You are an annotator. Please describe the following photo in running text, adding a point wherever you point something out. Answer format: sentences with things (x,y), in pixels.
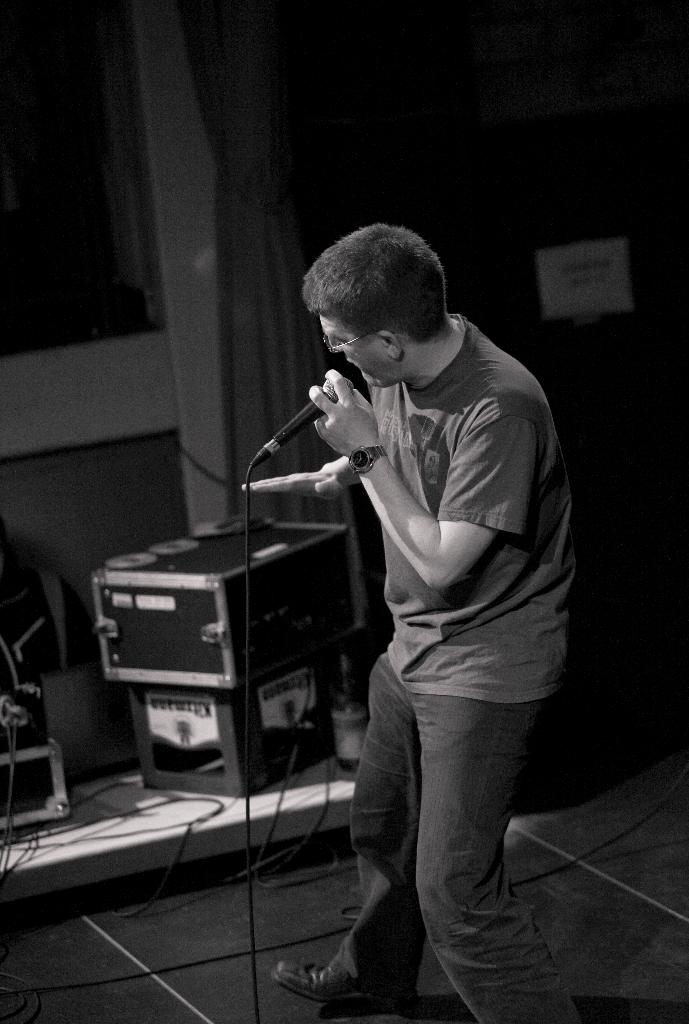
This image is clicked inside a room (550,288). There is a man (564,524) standing and singing. He is wearing a black pant (439,714). In the background (58,715), there are boxes (215,737), wall (127,393), curtains (243,115). At the bottom (611,936), there is a floor (635,923) in black color.
